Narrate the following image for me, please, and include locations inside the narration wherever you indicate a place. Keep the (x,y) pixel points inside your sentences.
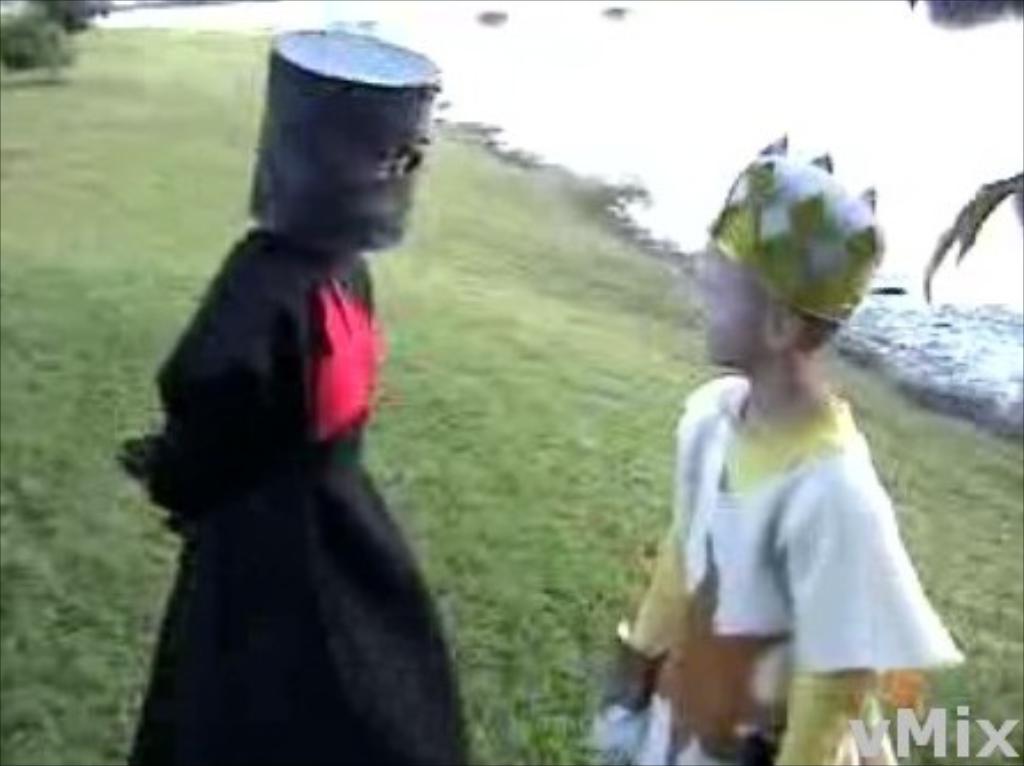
In this picture we can see two persons (333,424) standing here, they wore costumes (781,491), at the bottom (589,609) there is grass (530,606), we can see a watermark (928,737) here.
